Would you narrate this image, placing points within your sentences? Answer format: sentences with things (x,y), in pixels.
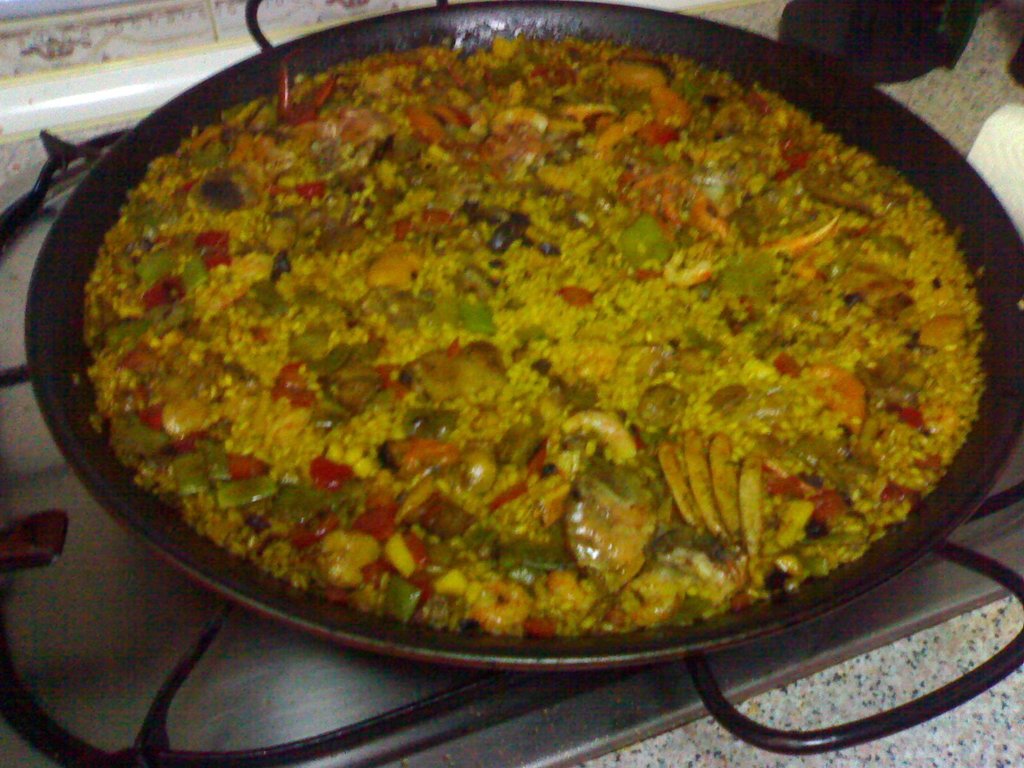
In the center of the image (488,406) we can see a pan (823,737) containing food (545,432) placed on the stove (449,683). At the bottom (946,739) there is a countertop (909,746).
